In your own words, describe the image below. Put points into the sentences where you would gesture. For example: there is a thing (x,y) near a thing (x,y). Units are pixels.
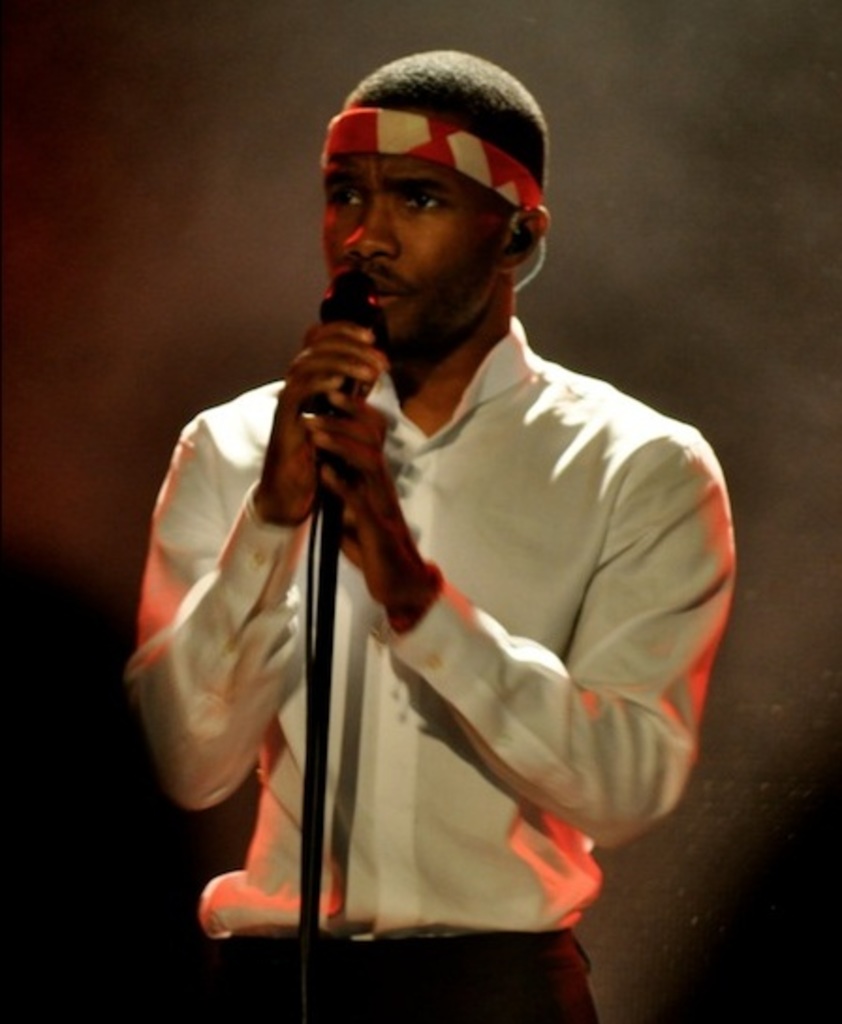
In this picture we can see a man (542,557) standing and holding a microphone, he wore a white color shirt (560,629) and there is a mic stand (313,877) in front of him and also he wore headgear (461,148).
